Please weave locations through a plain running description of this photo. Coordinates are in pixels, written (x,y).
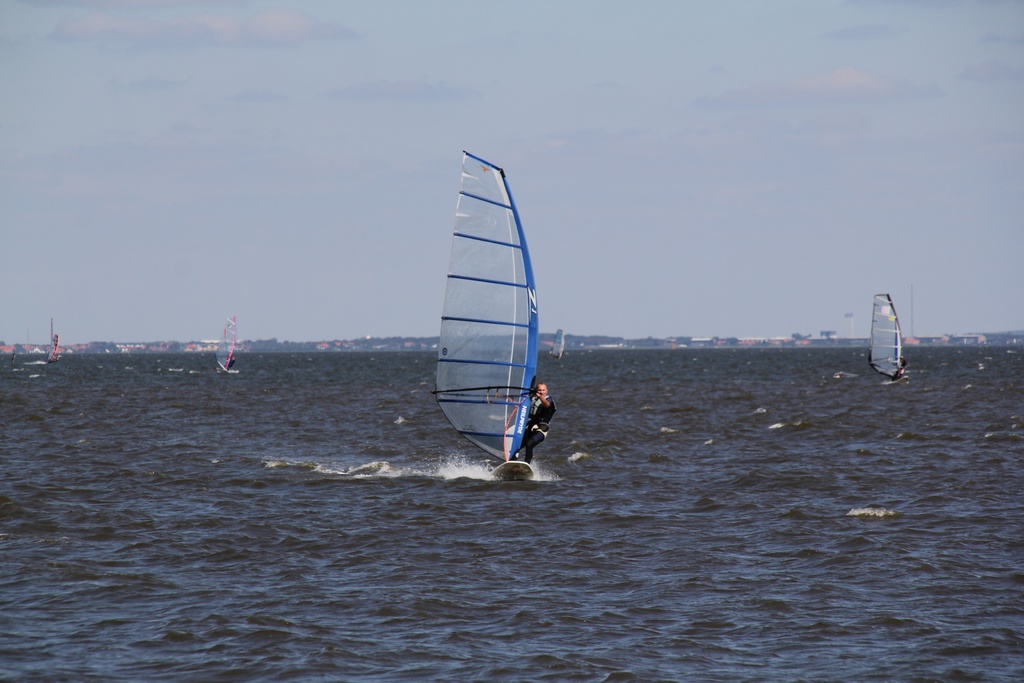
In this image we can see some surf boards (491,397) on the water (652,538) and also we can see a few people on the surf boards (889,331), in the background (202,311), we can see some buildings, trees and the sky (745,225) with clouds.
